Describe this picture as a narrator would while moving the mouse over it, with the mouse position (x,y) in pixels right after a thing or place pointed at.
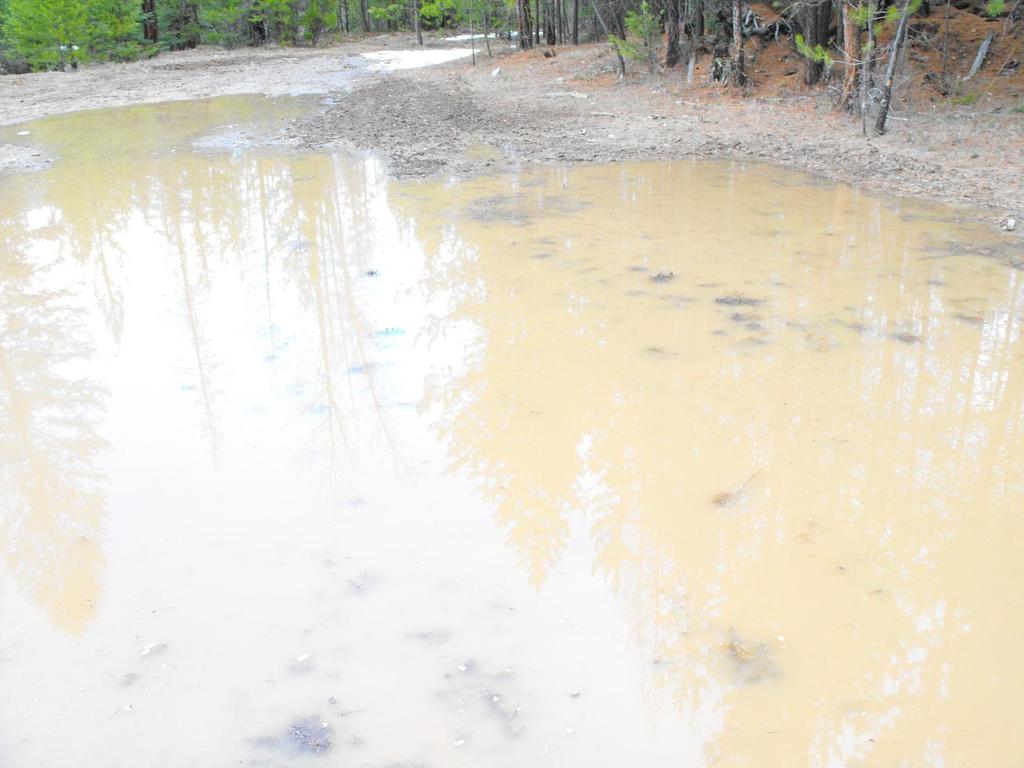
In this image we can see the road (444,48) with the water (429,348). In the background (67,12) we can see many trees (872,65).
